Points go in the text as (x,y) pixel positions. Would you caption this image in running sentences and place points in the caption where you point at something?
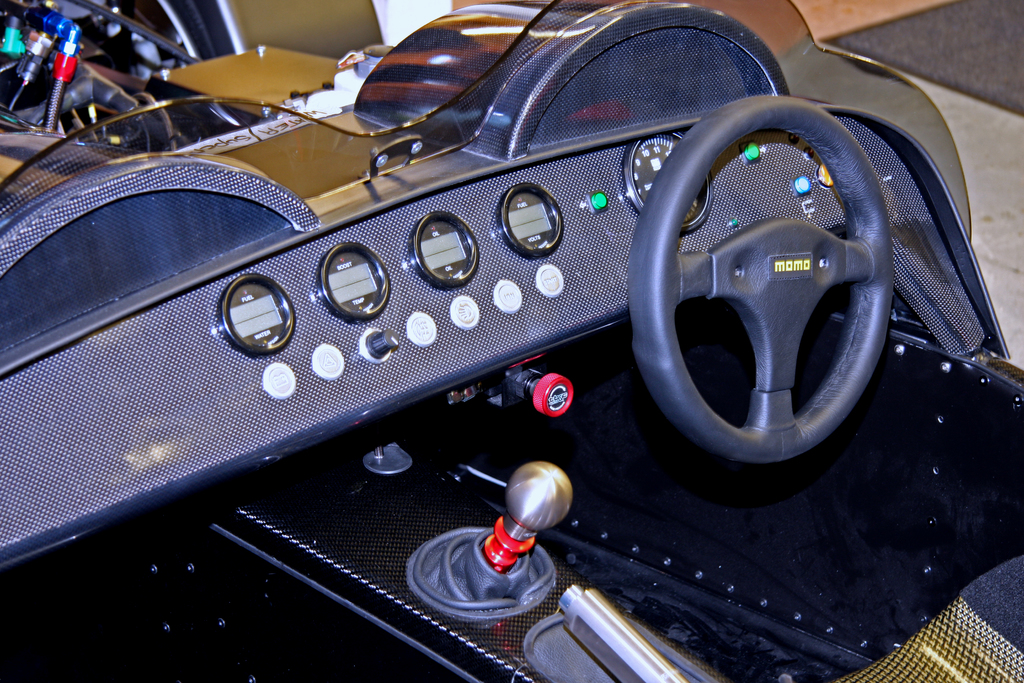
In the image there is a steering (687,212), behind the steering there is a speedometer (638,193), on the left side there is a gear rod (513,594) and there are some other objects (169,69) in front of the vehicle (369,100).
